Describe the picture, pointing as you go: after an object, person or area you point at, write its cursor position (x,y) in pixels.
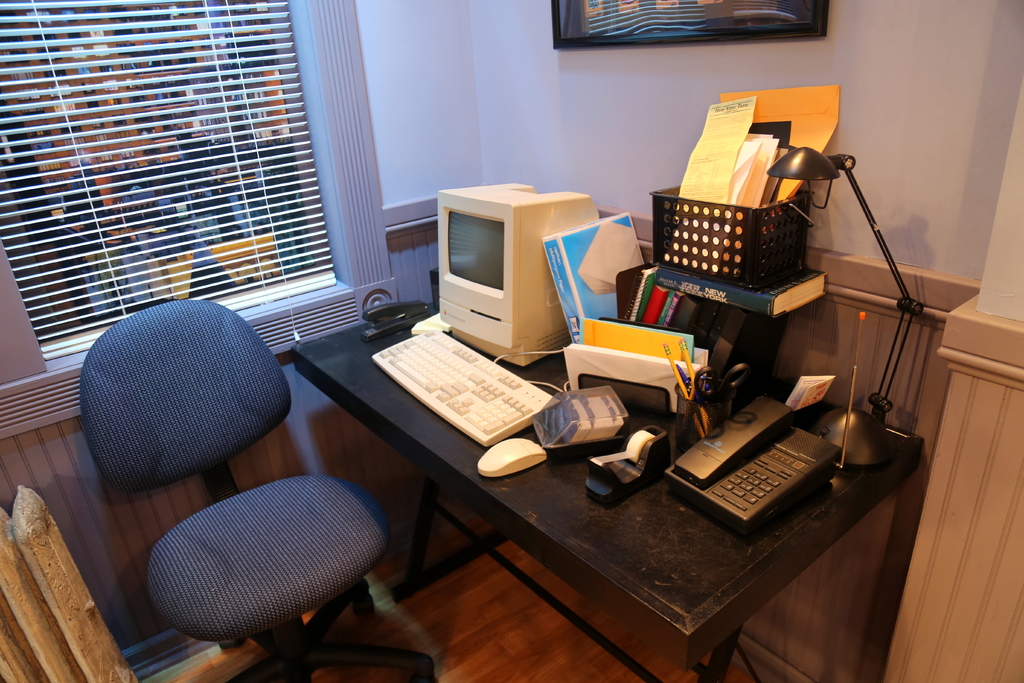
In the picture we can see a view of inside the house (548,649) with a black color table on it, we can see a computer system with keyboard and mouse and beside it, we can see some book stand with some books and beside it, we can see a telephone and light stand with light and near the table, we can see a chair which is blue in color and beside it we can see a window (143,289) and on the wall (840,334) we can see a photo frame (648,25) with some painting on it.
